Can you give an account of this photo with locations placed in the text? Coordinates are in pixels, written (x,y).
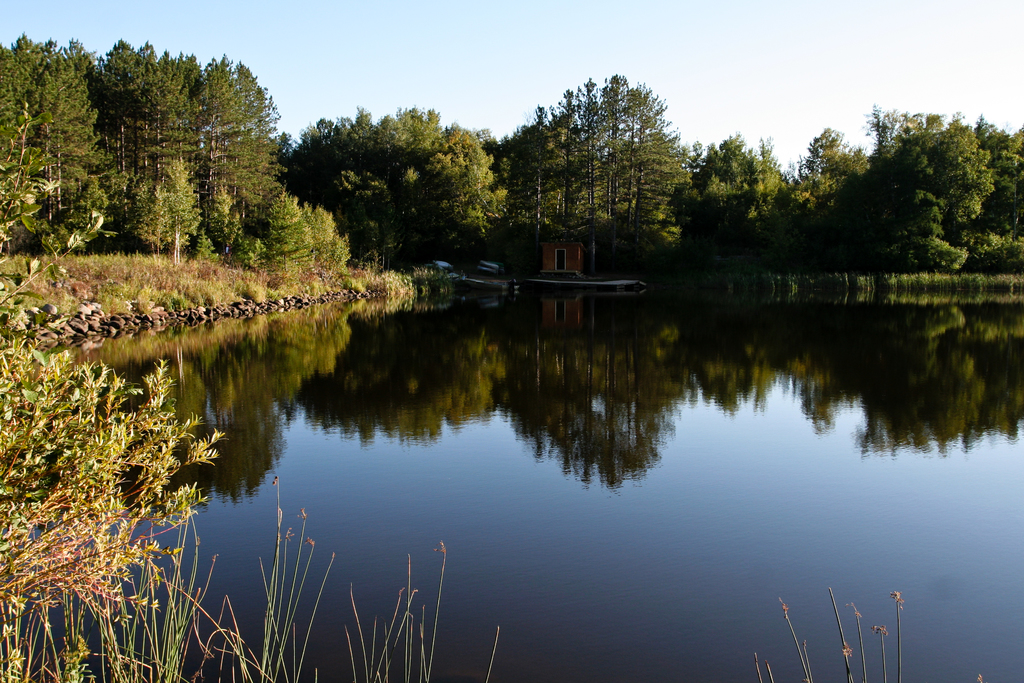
There is water (505,477). On the left side (150,321) there are stones (241,310), plants (129,285) and trees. In the back (496,186) there is a small building (574,252) and trees (573,198). In the background (745,26) there is sky (688,44).
